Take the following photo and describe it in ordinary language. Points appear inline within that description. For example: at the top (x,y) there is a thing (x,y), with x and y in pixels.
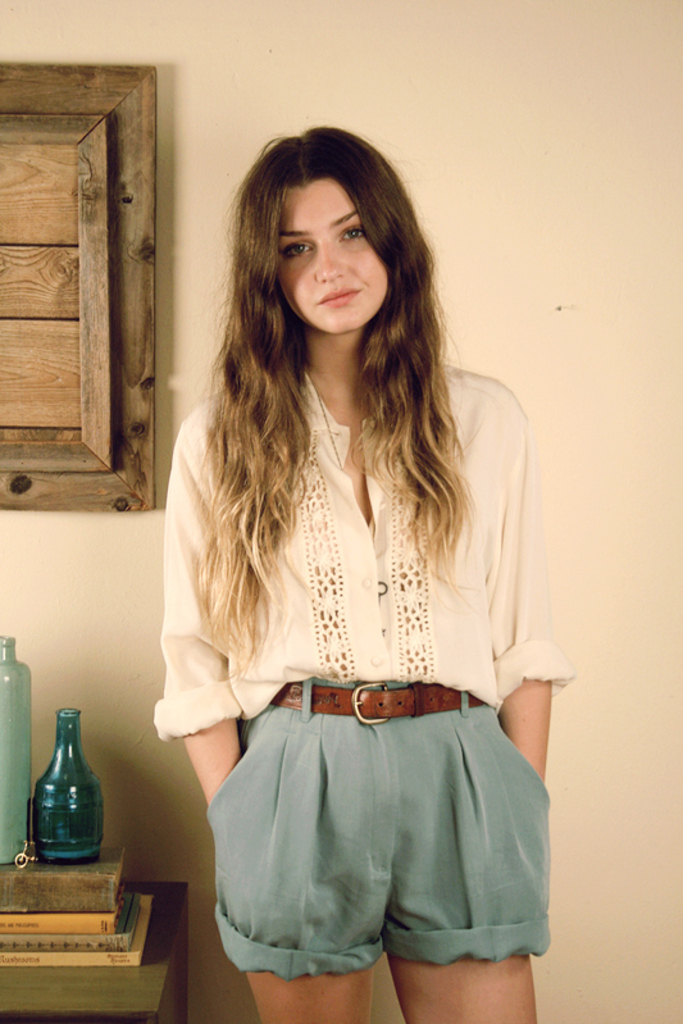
In the center (330,448) we can see one person (403,723) standing. On left (89,809) we can see table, on table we can see two bottles (89,784). And back we can see wall (471,146) and wood (89,270).
